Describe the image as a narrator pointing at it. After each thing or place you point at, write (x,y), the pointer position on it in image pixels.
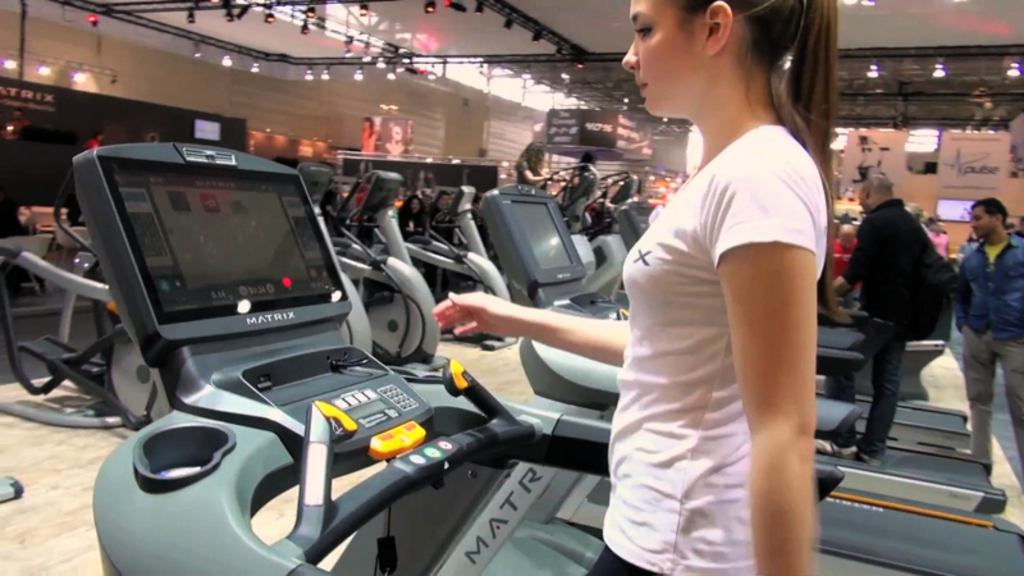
In this image I can see gym equipment (583,538), people (989,275), screen (957,202), lights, hoarding (163,109) and boards (588,141). Few people (537,153) are standing on the gym equipment (598,530).
